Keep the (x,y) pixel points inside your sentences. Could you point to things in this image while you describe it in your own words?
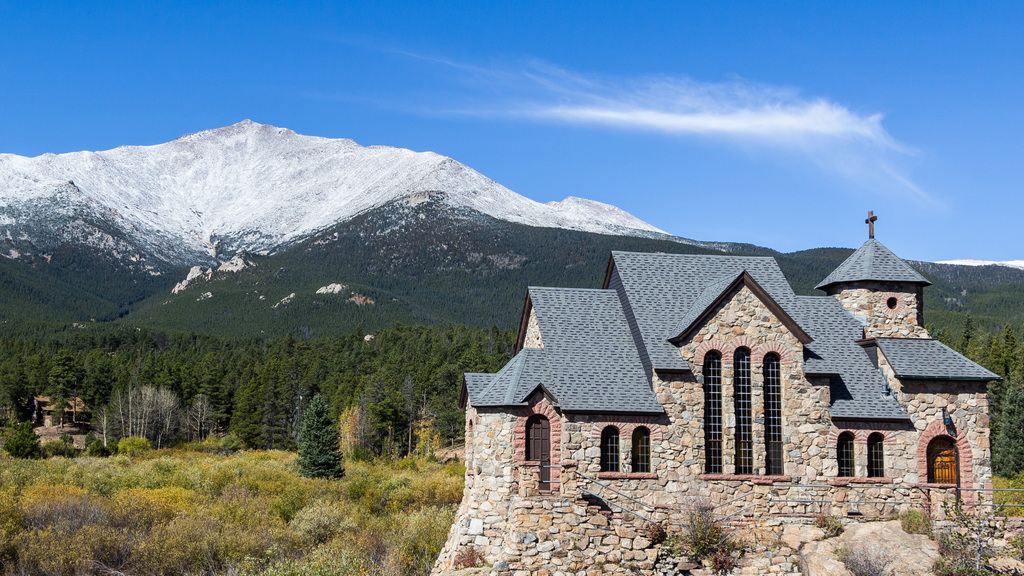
There is a house structure (700,275) on which, there is a plus sign (871,212) in the foreground area of the image (796,473). There are trees (316,453), mountains (440,177) and sky (489,174) in the background area (530,183).
